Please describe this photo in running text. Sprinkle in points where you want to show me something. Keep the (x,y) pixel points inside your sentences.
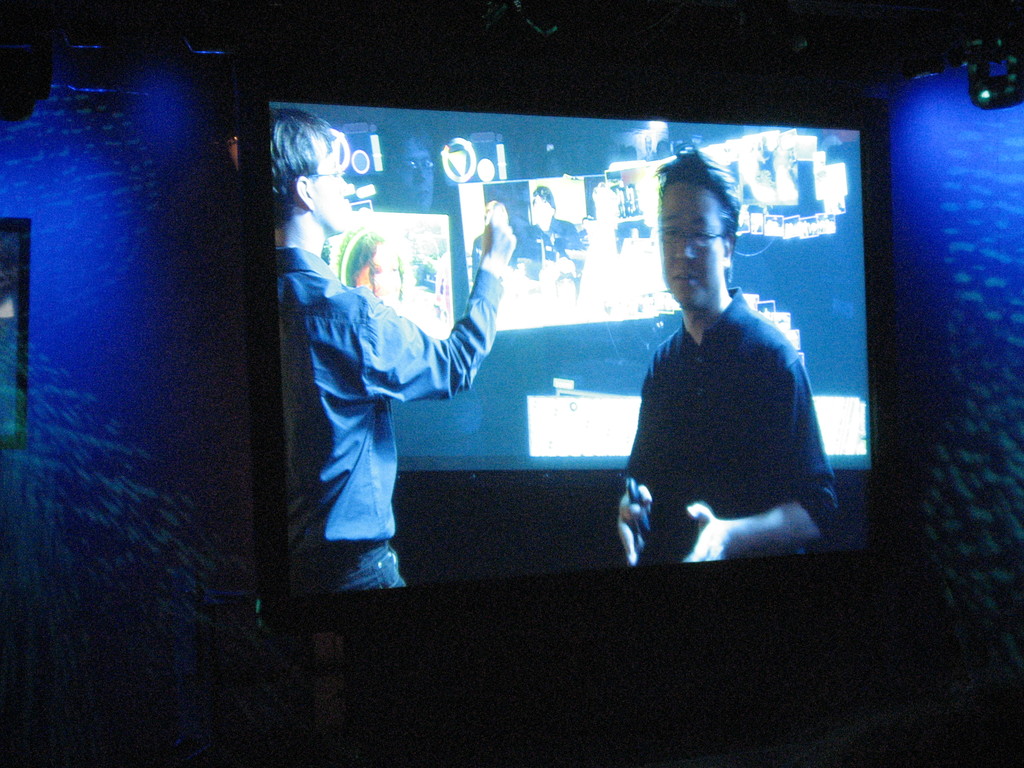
In the center of the picture (393,260) there is a television (496,236). On the right (902,286) there is a light (978,87) and wall (977,296) painted blue. On the left (117,301) there is a wall (137,300) painted blue.
